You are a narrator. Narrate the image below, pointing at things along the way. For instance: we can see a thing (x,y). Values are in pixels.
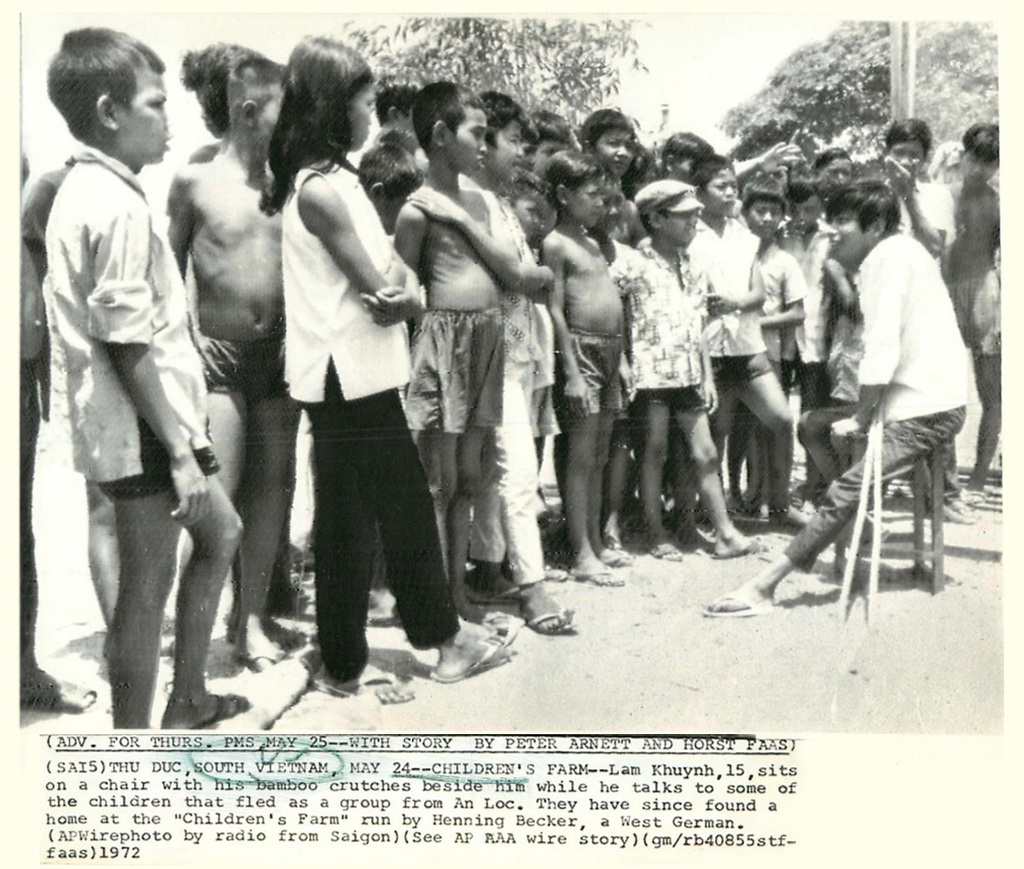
In this picture there is a boy (900,338) who is sitting on a stool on the right side of the image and there are children (514,362) those who are standing in front of him, there are trees (844,95) in the background area of the image (559,95).
